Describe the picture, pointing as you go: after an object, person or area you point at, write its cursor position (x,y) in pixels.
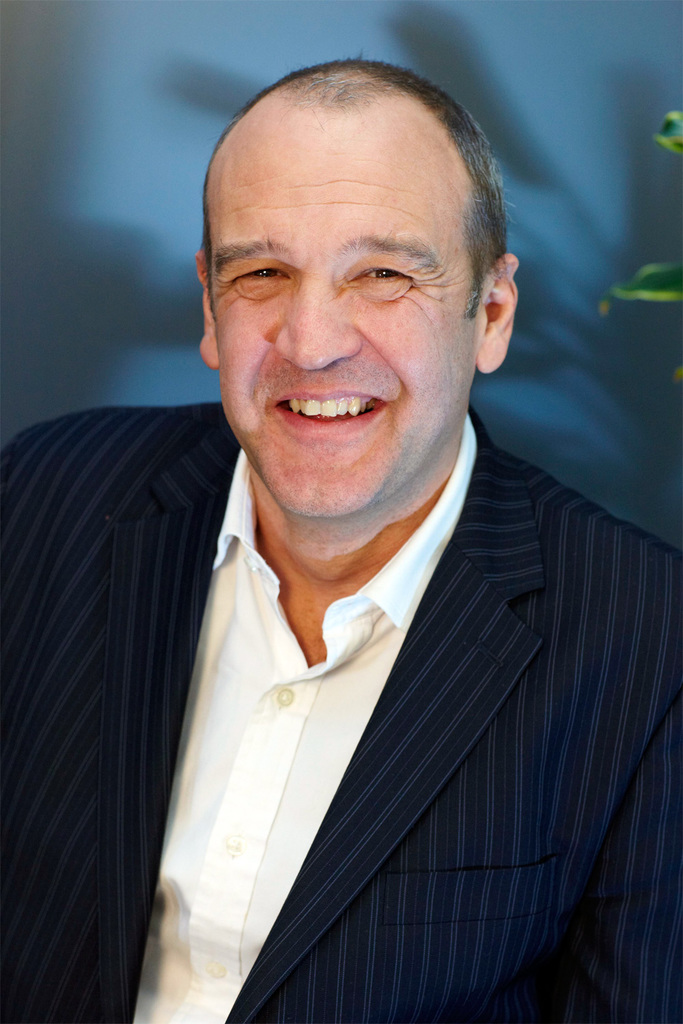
In this picture we can see man (475,244) smiling and he wore nice blue color blazer (117,600) and in the background (388,29) we can see a wall (602,91) with the plant shadow (524,125) on it.
